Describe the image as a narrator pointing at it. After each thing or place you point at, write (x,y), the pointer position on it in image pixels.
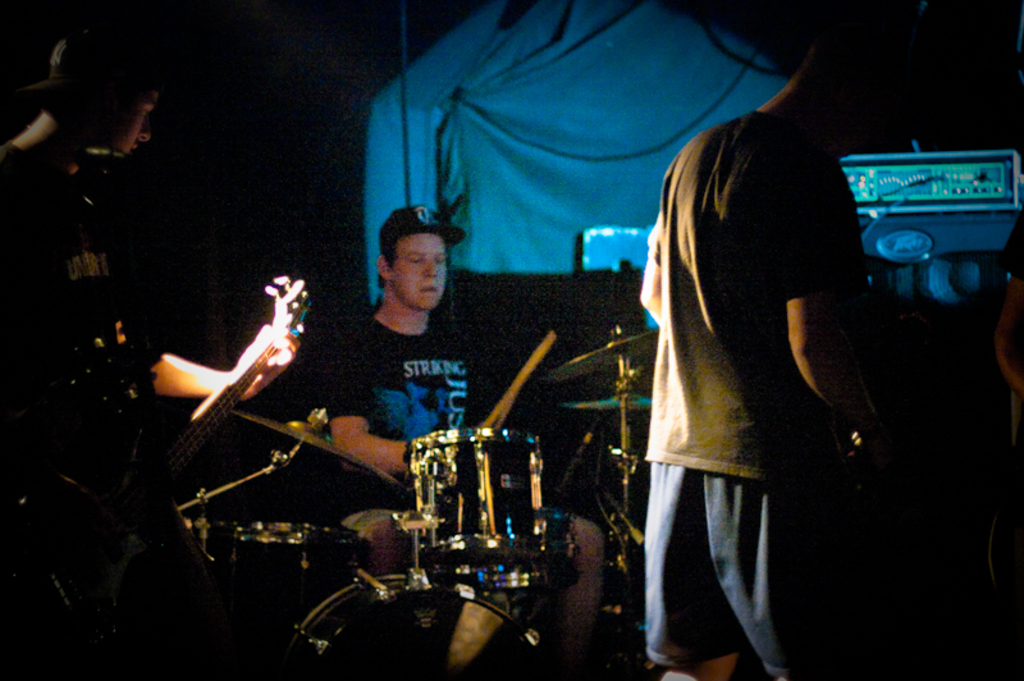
In this image there are three persons (369,325) who are playing musical instruments (308,441) at the left side of the image (108,356) there is a person (104,390) who is playing guitar (132,487) at the background (543,167) there is a tent (609,166) and at the right side of the image (769,359) there is a person (821,363) who is operating a musical instrument (942,286).
